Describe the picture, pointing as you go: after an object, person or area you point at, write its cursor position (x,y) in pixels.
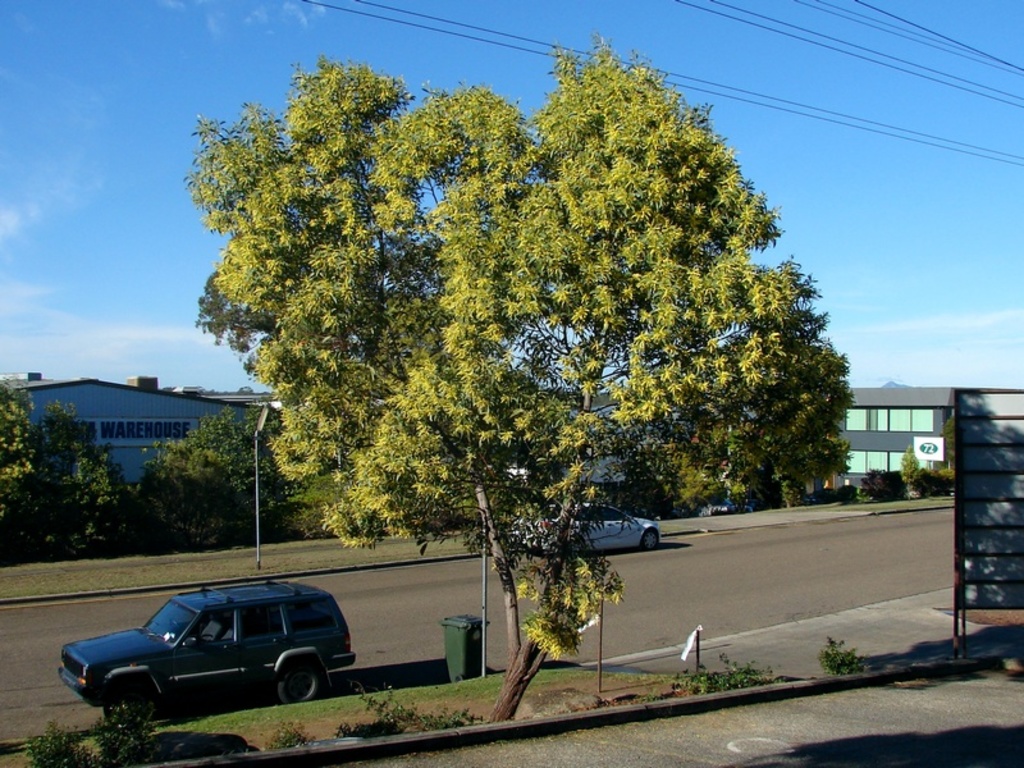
In the center of the image (600,510) there are vehicles (623,539) on the road (687,569). There are street lights (487,570). There is a dustbin (473,620). On the right side of the image (1004,602) there is a board (984,583). In the background of the image (944,253) there are trees (105,481), buildings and sky (897,176). On top of the image (453,34) there are current wires (979,148).
